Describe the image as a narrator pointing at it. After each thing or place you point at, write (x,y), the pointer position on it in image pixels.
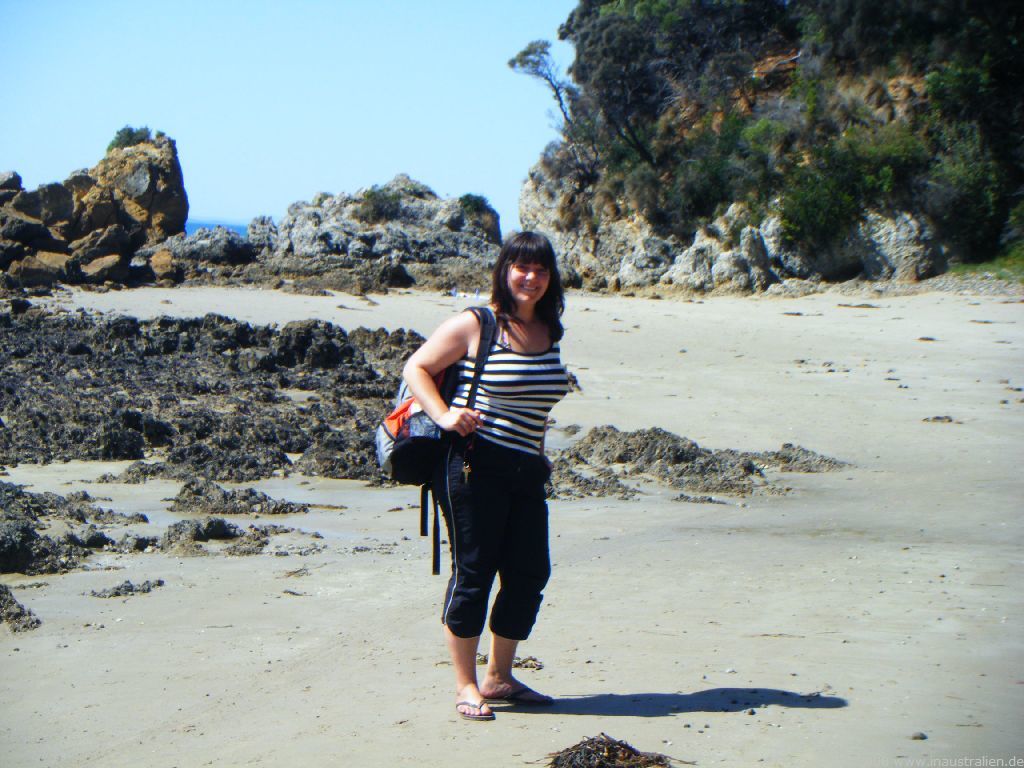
In this image we can see a woman (530,238) is standing on the ground (564,602) and she is wearing a bag (439,434). In the background (61,410) we can see mud (377,383), rocks (427,226), plants (833,220), trees (973,2), and sky (396,97).
